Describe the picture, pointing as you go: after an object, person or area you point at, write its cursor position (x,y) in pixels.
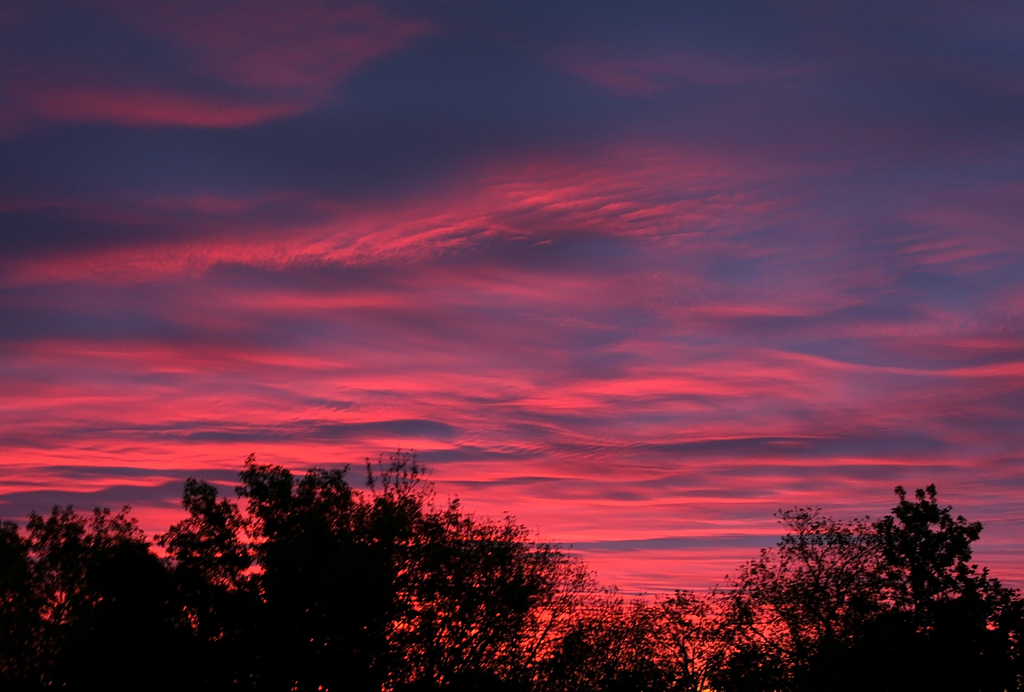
In this image we can see trees (276,548) and sky (371,264) with clouds (310,364).
